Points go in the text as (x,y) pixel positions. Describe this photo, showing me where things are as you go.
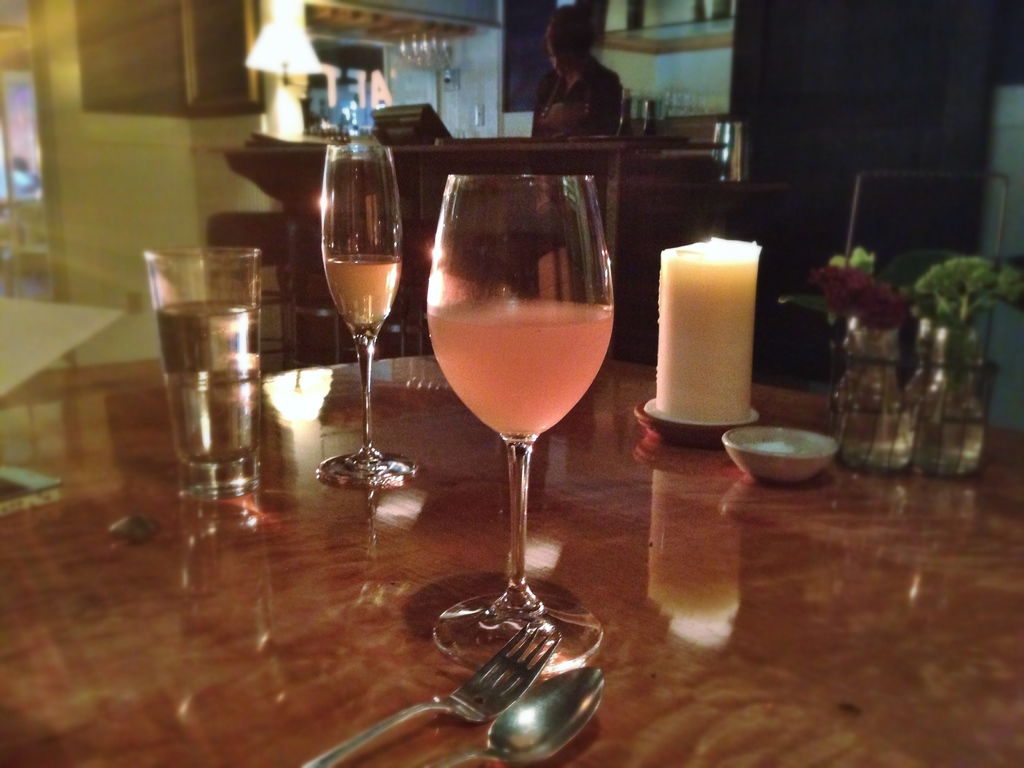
We can see glasses (371,237) with liquids (500,337), spoon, fork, bowl (755,444), flower (837,308) and objects (22,484) on the table (432,505). In the background (577,7) it is blur and there is a person (552,36) and we can see monitor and glass (624,128) on the table (634,148).
